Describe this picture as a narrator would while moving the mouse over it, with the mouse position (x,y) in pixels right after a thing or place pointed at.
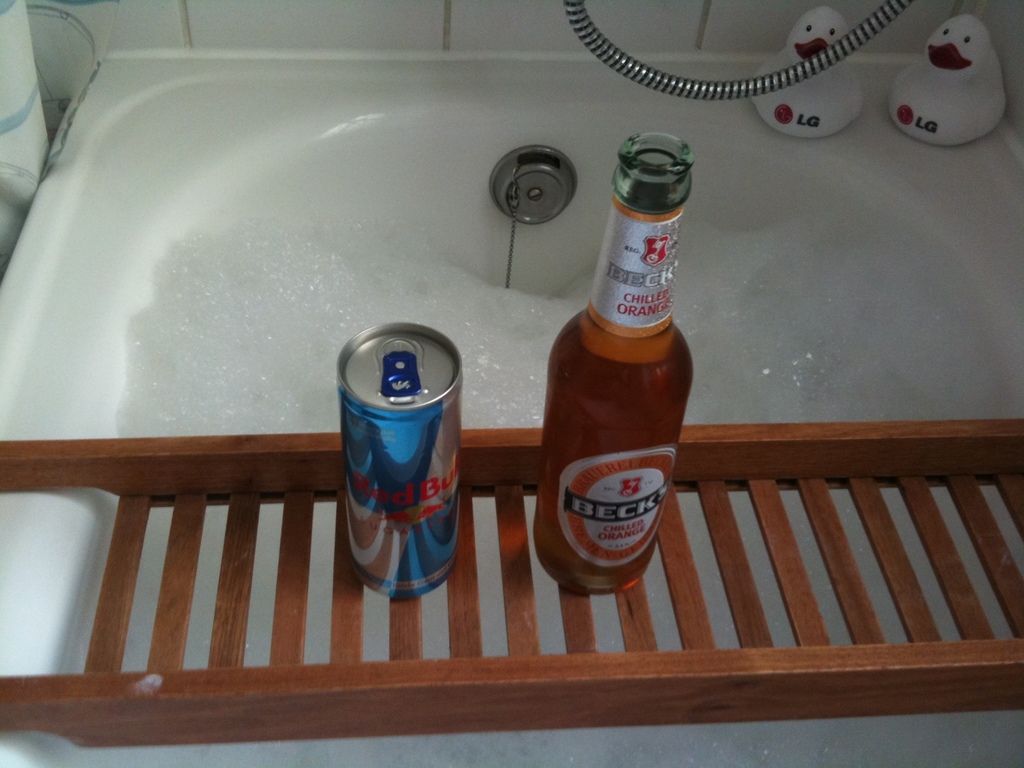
There is a glass bottle (585,518) named beck kept on a wooden stand (985,563) and beneath it there is a bathing tub (238,160) filled with foam (796,356), behind that there are two white toys (907,85) which are named as LG.
